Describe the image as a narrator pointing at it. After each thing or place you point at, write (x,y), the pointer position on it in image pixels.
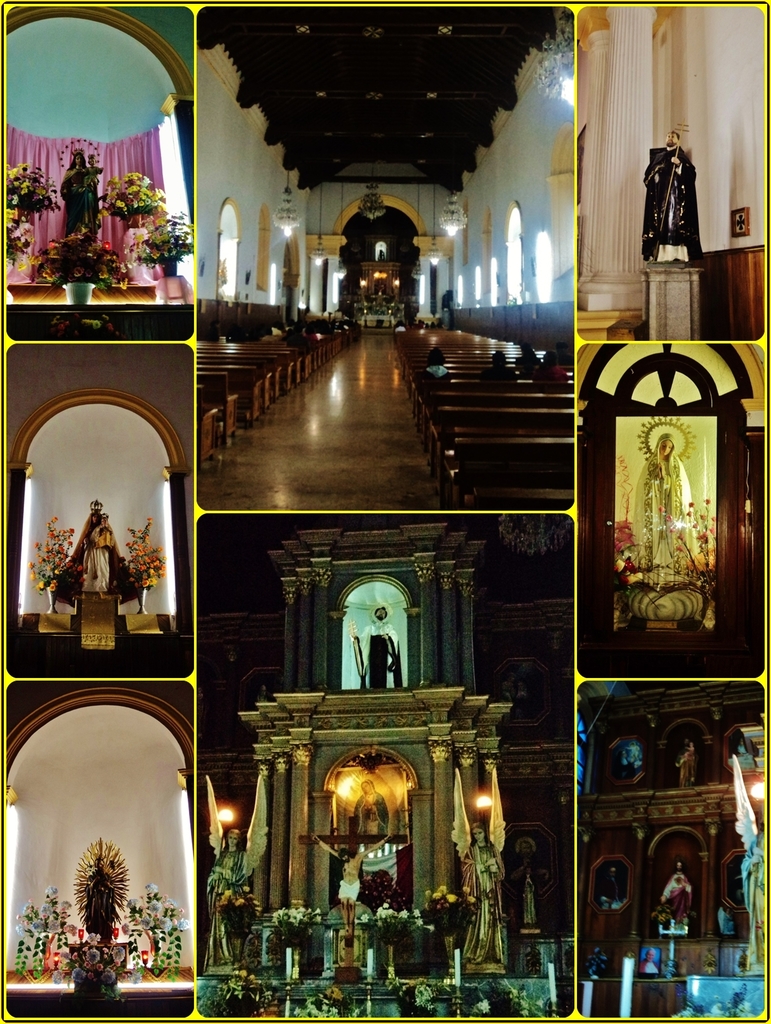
This is an image with collage. In this image we can see a statue (92,220), curtain (51,230) and some flower pots (87,277). A building (154,438) with stone pillars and benches (497,462) and some candles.
